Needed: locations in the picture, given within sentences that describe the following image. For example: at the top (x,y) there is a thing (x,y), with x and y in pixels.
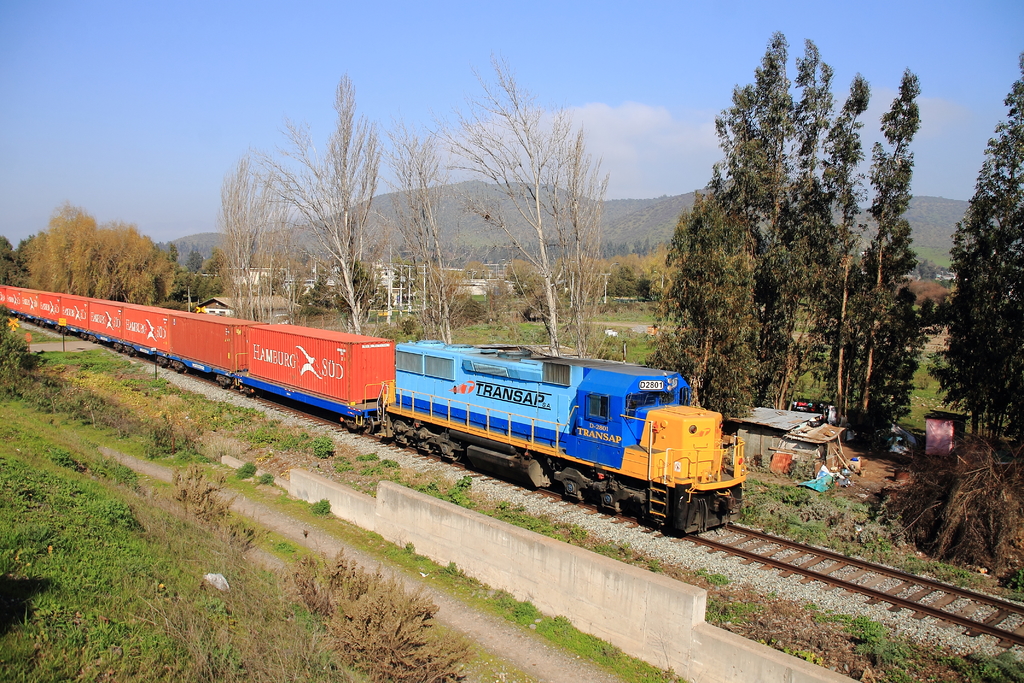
There is a goods train (177,314) on a railway track (754,537). On the sides there are plants (160,414). In the back (306,230) there are trees (743,245), hills (553,203) and sky (325,77). On the train (250,340) something is written.
